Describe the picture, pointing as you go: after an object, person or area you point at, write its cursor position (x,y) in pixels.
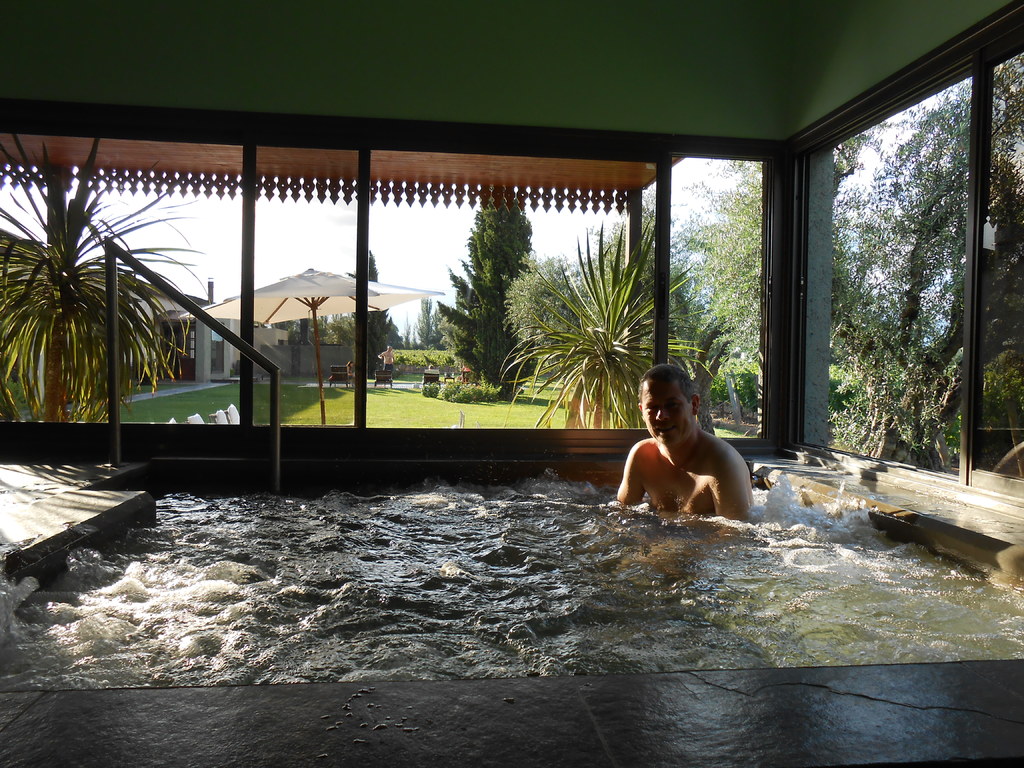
There is a man (710,436) in the swimming pool (591,533). There is a railing (137,261). The pool (308,580) is in a closed room (185,93). We can observe trees (686,328) in the background (298,288) and an umbrella (323,303). There is a lawn (392,407) outside the room (99,445) and we can observe sky (206,223) too.
